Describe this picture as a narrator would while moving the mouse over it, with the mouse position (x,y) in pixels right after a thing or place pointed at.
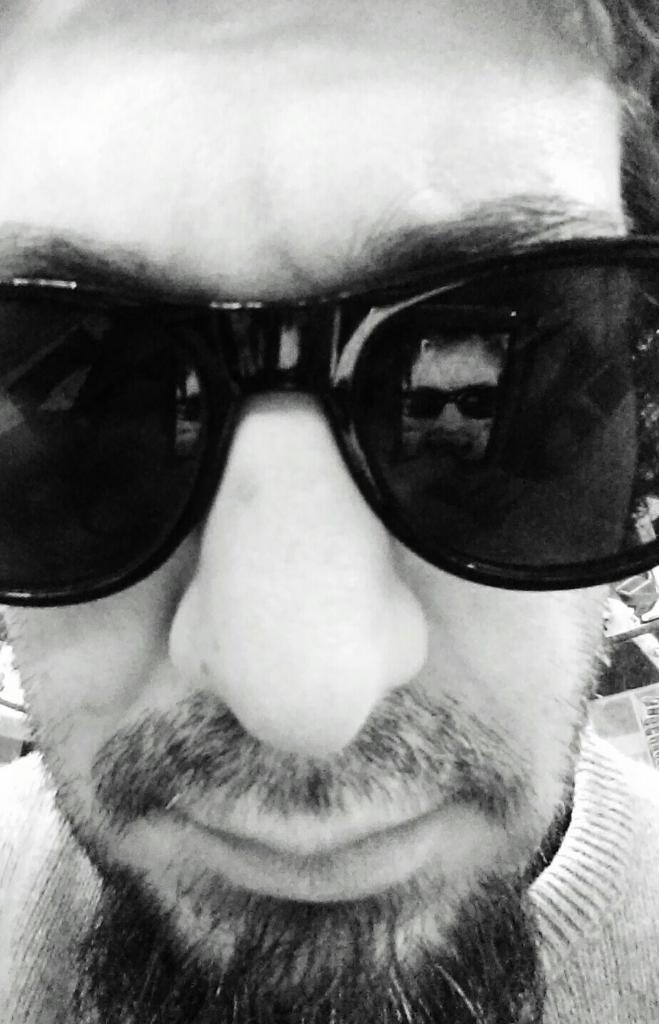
In this image, I can see a person (260,651) wearing specs (556,491). This image is taken, maybe during a day.
